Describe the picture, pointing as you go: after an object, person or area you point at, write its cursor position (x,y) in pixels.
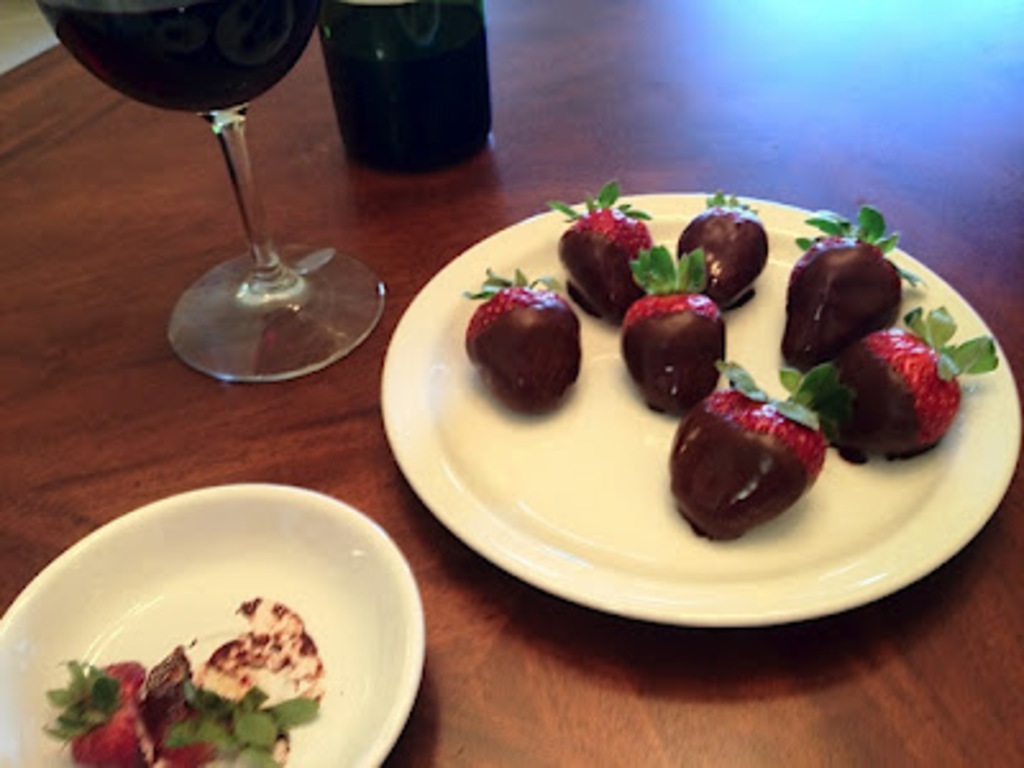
In this picture I can see 2 white plates (600,374) in front (452,417) on which there are strawberries (271,725) and behind the plates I see a glass (172,56) and a black color bottle (413,100) and these all things (364,283) are on the brown color surface (265,156).
